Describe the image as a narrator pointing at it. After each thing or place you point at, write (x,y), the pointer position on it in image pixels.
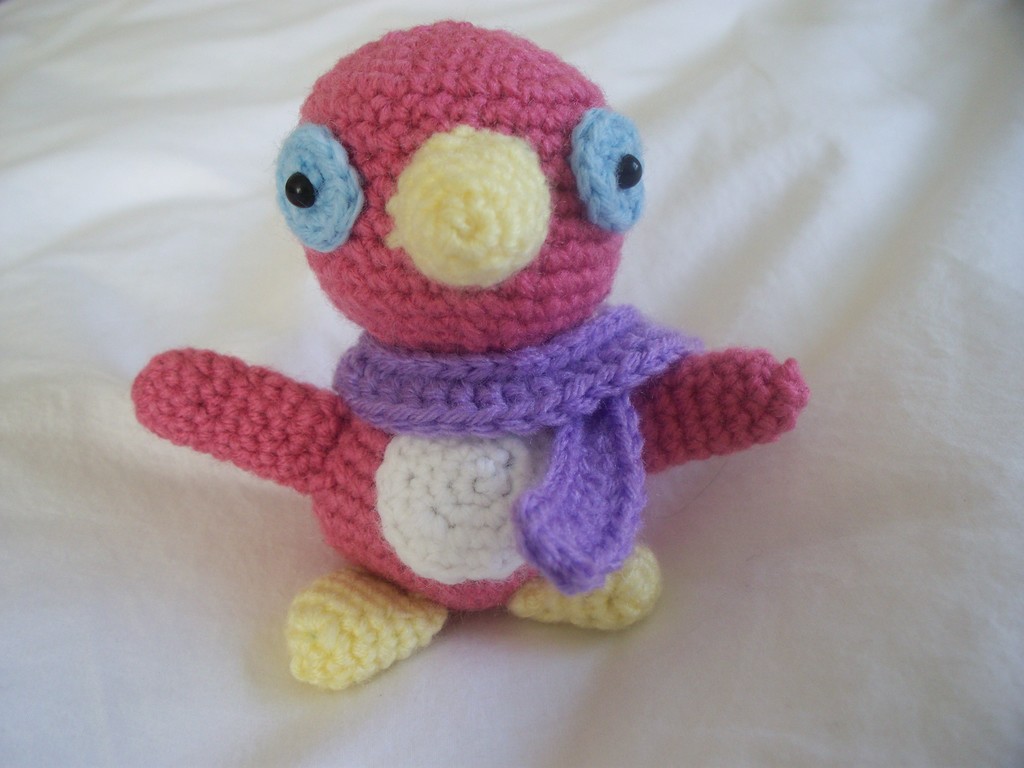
In this image I can see a knitted soft toy of a bird (318,463).
